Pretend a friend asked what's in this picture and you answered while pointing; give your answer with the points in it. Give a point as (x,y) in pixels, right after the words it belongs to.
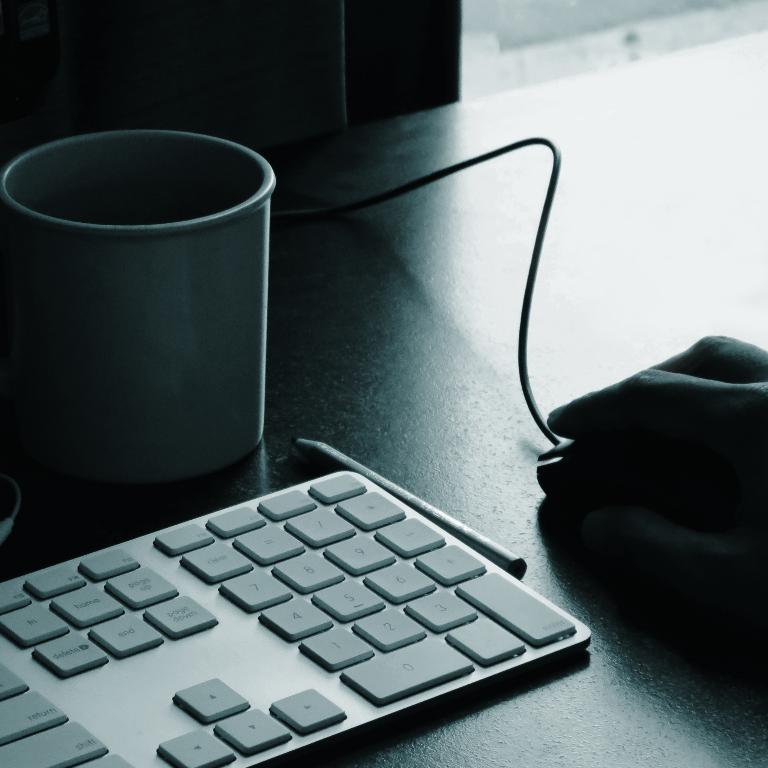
In this Image I see a person's hand (744,407) on the mouse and I see a pencil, a keyboard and a cup (69,182).
